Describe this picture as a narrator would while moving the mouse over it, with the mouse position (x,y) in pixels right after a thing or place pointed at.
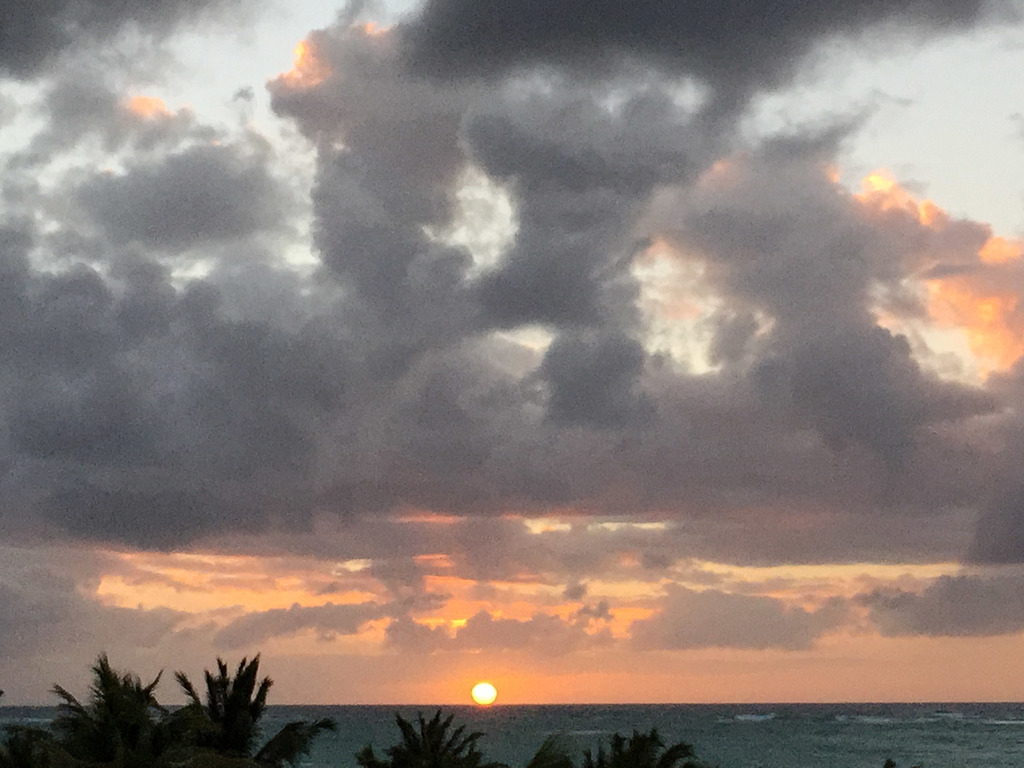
As we can see in the image there are trees (300,737), water (616,730) and sun (480,702). On the top (421,67) there is sky (911,138) and clouds (523,194).
